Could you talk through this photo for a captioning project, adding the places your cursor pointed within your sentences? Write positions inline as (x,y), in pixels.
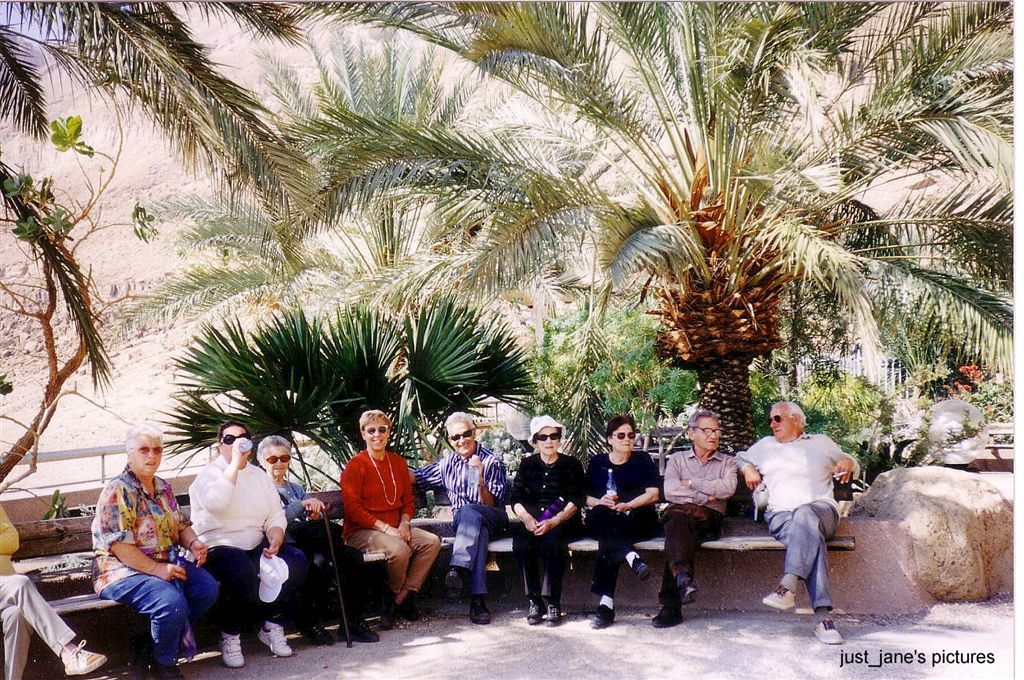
In the picture we can see some people (784,405) are sitting on the bench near the rocks (875,495) and plants (423,366) behind them, we can also see some trees (723,399).
